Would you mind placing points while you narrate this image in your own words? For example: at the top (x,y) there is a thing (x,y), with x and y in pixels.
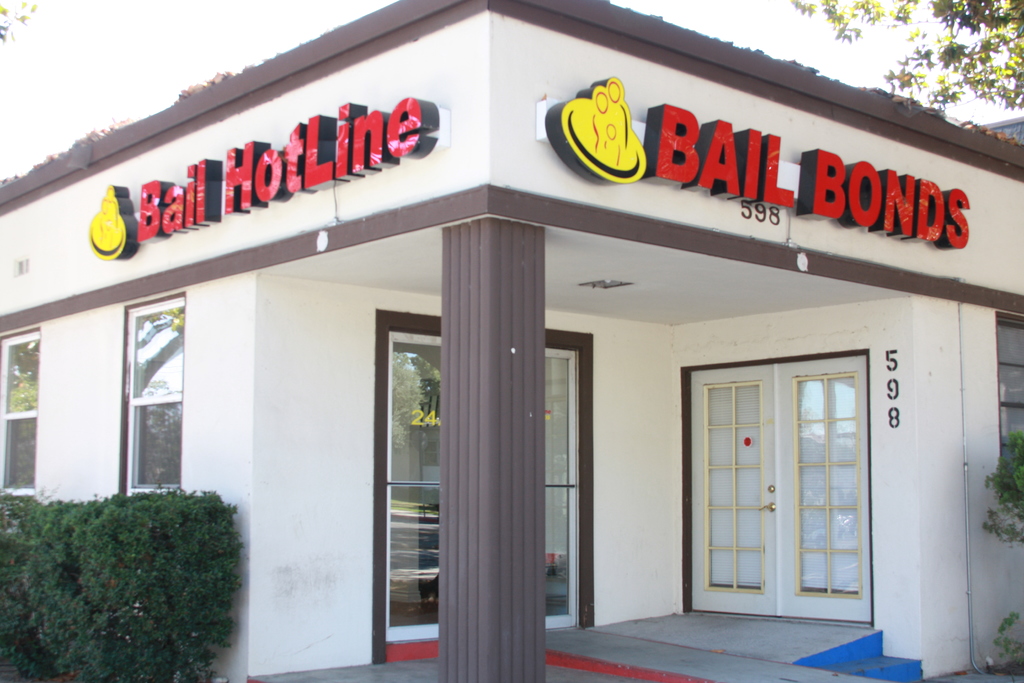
In this image in the front (393,409) there is a building (340,440) and on the top of the building (582,200). There are some text (780,200) written on it. On the left side (58,551) there are plants (118,553) and on the right side (995,492) there are leaves (1013,437).
